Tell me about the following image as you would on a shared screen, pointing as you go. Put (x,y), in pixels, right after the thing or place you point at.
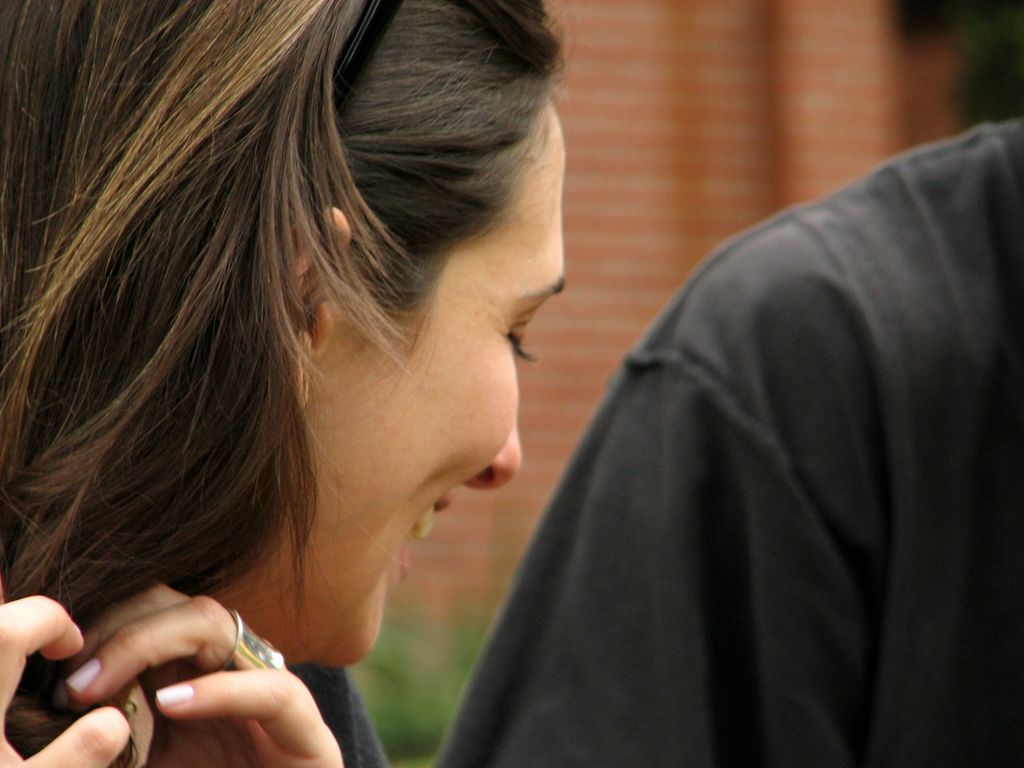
In this image, we can see people (472,180) and one of them is smiling. In the background (718,83), there is wall (776,91) and we can see a tree (974,43).
